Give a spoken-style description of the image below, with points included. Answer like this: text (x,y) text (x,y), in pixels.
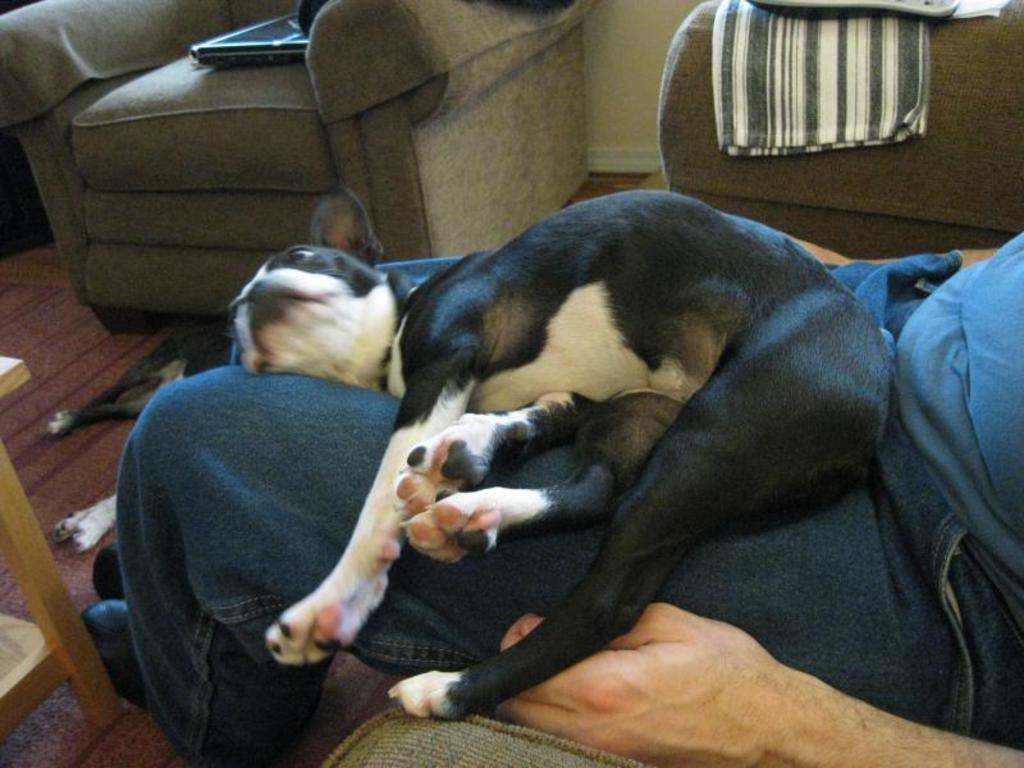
In this picture we can see a dog (490,513) lying on a person (851,583) who is sitting on a couch (459,729). Here we can see a sofa (383,132), laptop (275,34), and clothes (805,66). Here we can see a dog (181,360) lying on the floor (62,436).
